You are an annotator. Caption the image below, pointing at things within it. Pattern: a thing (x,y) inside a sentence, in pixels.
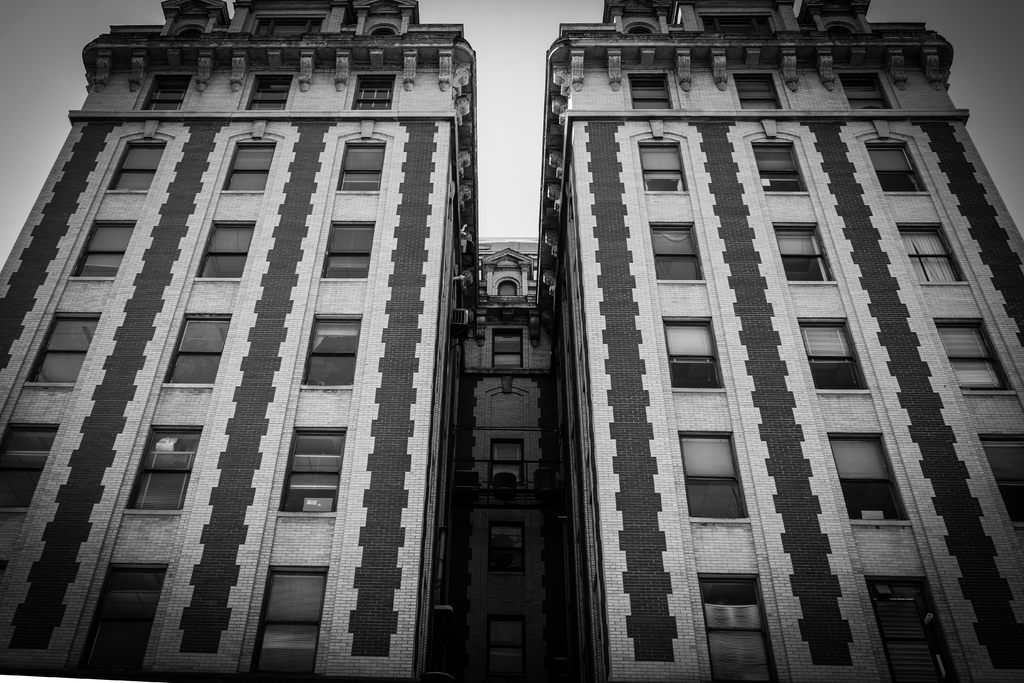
In this black and white picture there are buildings (370,326). There are windows (679,255) to the walls (722,261) of the buildings (627,262). At the top (491,39) there is the sky (491,39).
